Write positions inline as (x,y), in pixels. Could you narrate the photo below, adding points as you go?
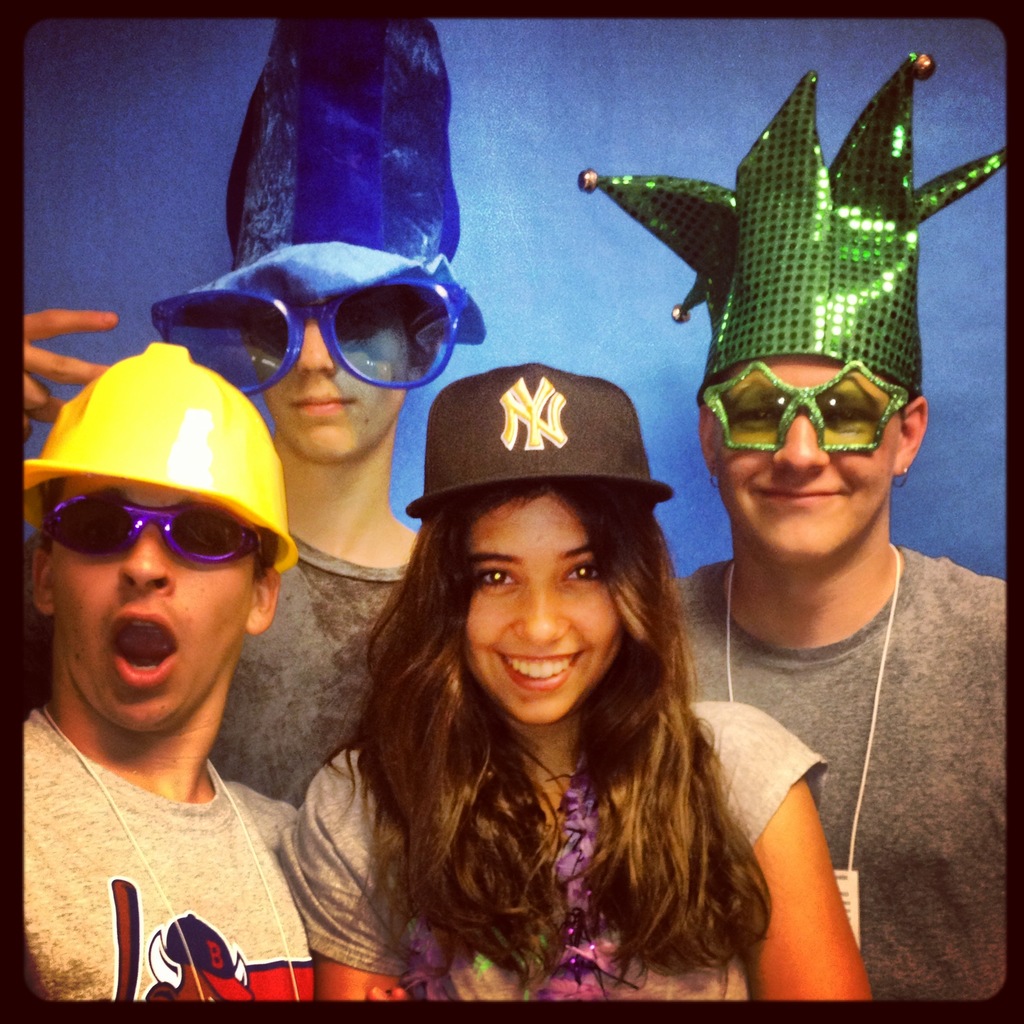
In this picture we can see four people (202,995) wore caps (180,485), goggles (393,372) and smiling and in the background (549,350) it is blue color.
